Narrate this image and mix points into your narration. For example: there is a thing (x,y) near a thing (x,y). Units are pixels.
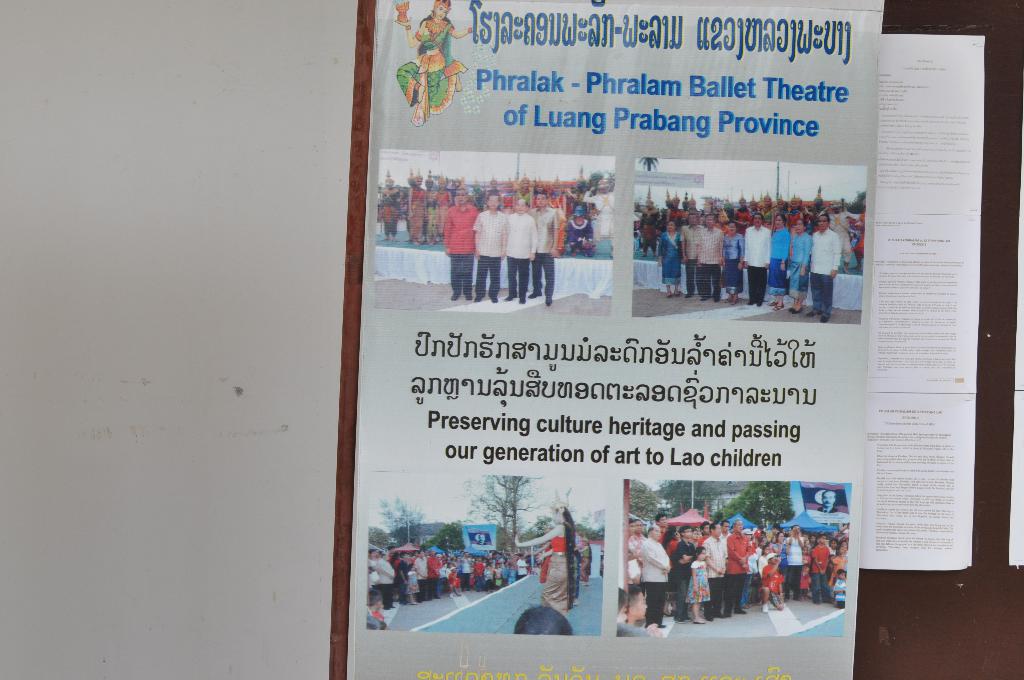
In this image on the right (795,450), there is a board (984,424) on that there are papers (929,442), poster (736,373) on that there are people (667,559), text (603,417). On the left (166,249) there is a wall (115,347).
